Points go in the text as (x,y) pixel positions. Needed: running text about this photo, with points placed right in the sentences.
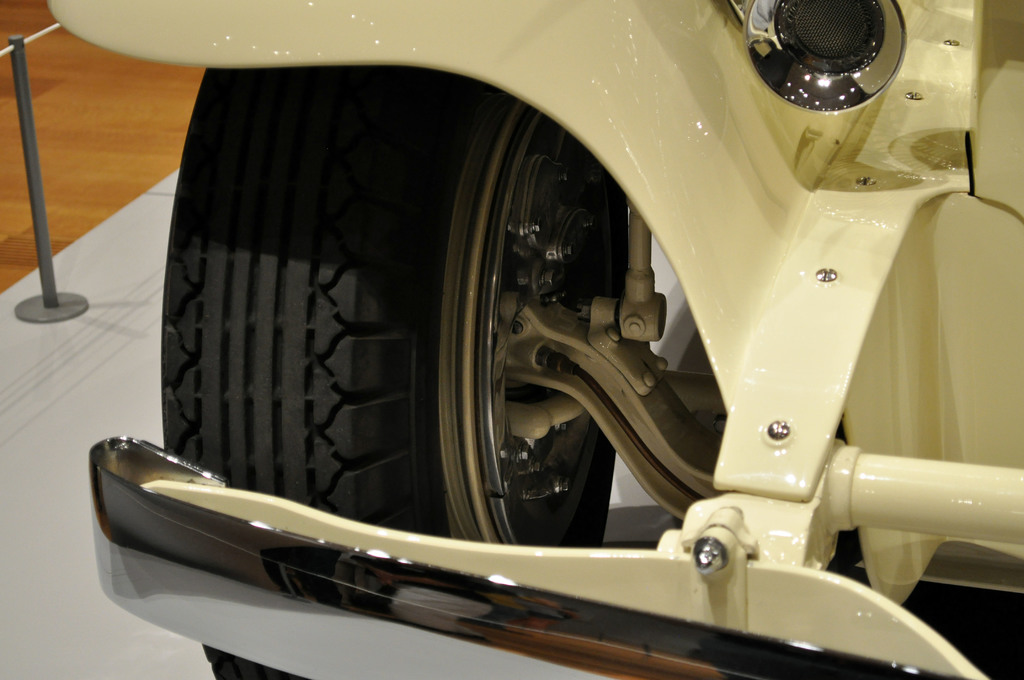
This picture is consists of a vintage car (497,319) in the image.
